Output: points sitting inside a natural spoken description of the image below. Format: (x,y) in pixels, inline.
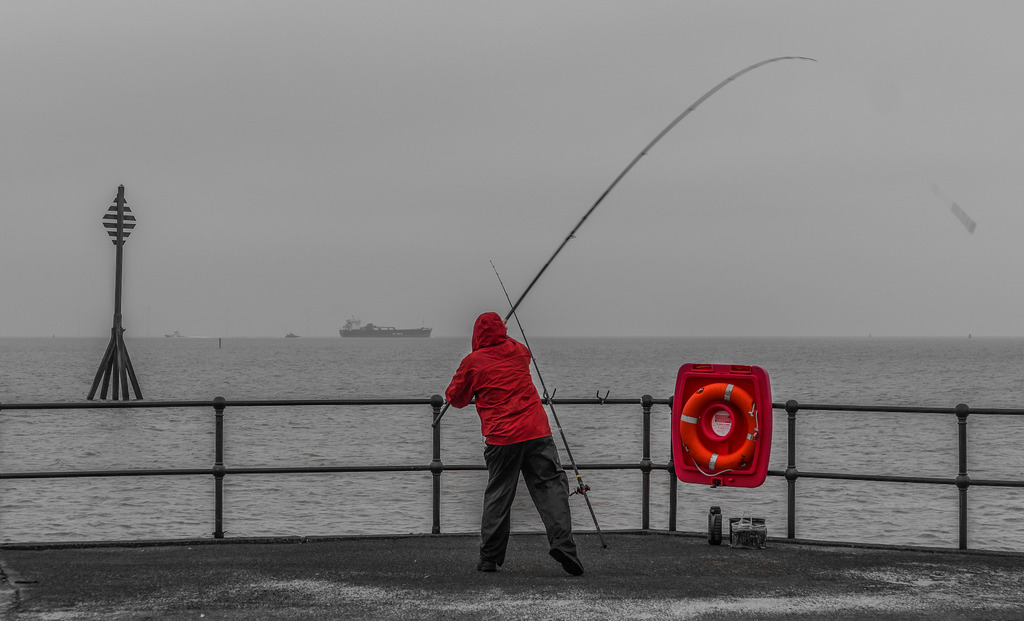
Here a man (498,410) is standing and fishing he wore a red color coat (511,389). This is water (371,410) and in the long back side a ship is travelling in the sea (414,351).
